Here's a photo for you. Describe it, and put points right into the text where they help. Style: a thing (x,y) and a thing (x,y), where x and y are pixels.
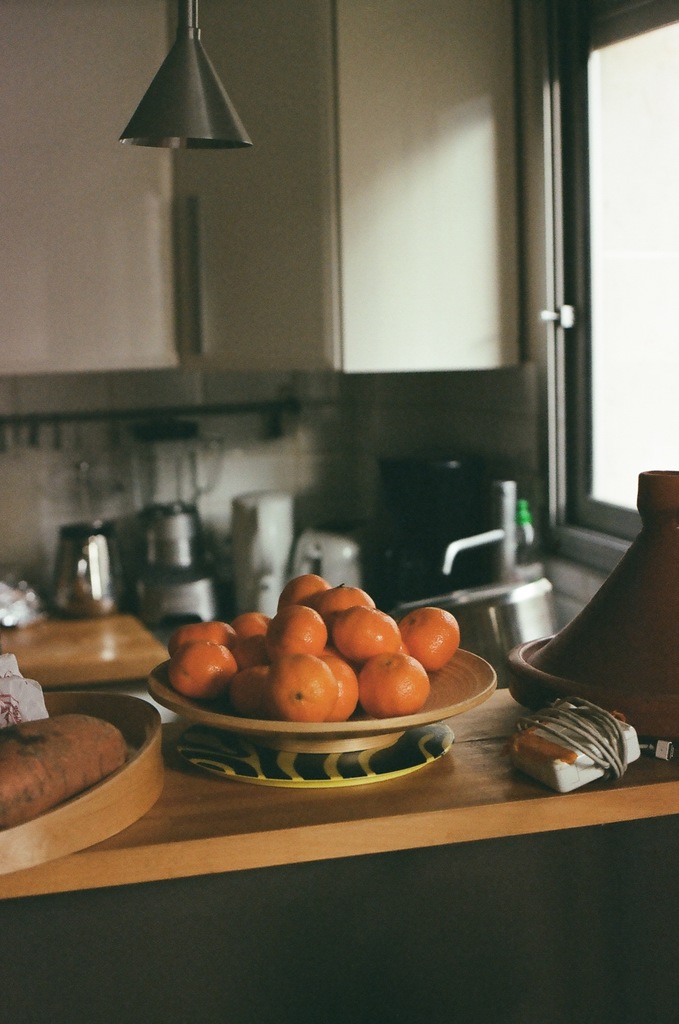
On this table (239,795) there is a bowl (359,727), plate (274,773), tray (152,770) and fruits (293,678). This is a furniture (304,302). This is sink (499,619) with tap (506,509). Far on this table (154,630) there are things (389,596). In-front there is a cable (600,748).
